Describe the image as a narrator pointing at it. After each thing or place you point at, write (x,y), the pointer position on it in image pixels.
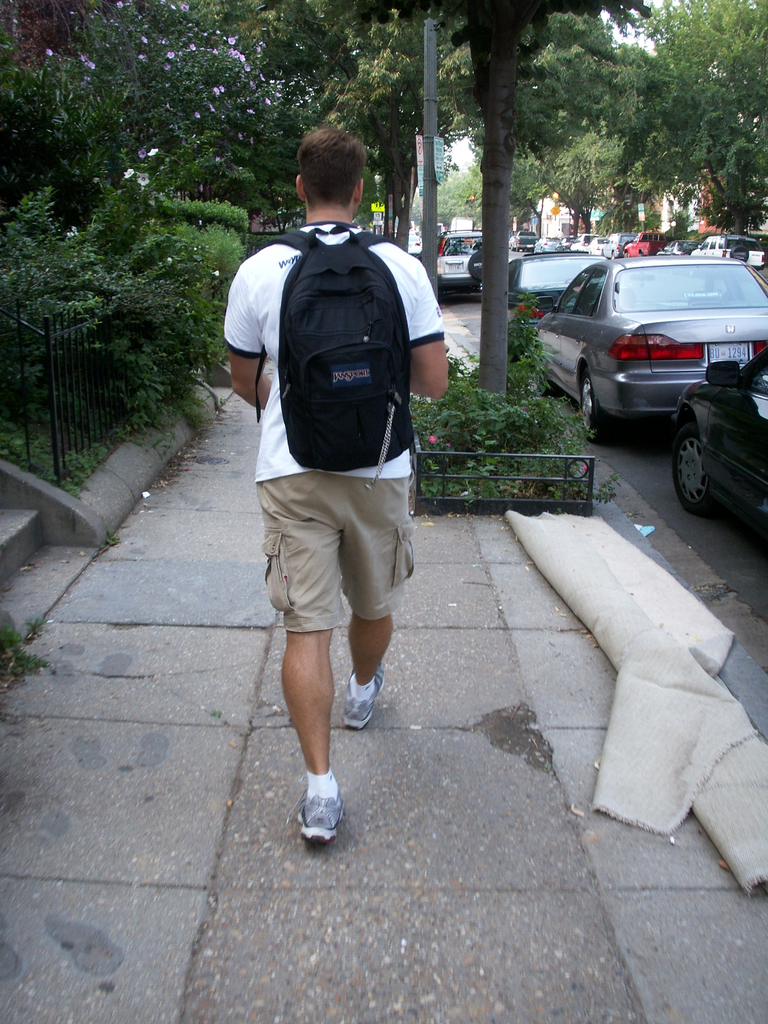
Person (366,507) walking carrying a bag (345,416) in the background (231,201) there are trees (416,114), there is pole (432,128) and cars (656,339) are parked.
